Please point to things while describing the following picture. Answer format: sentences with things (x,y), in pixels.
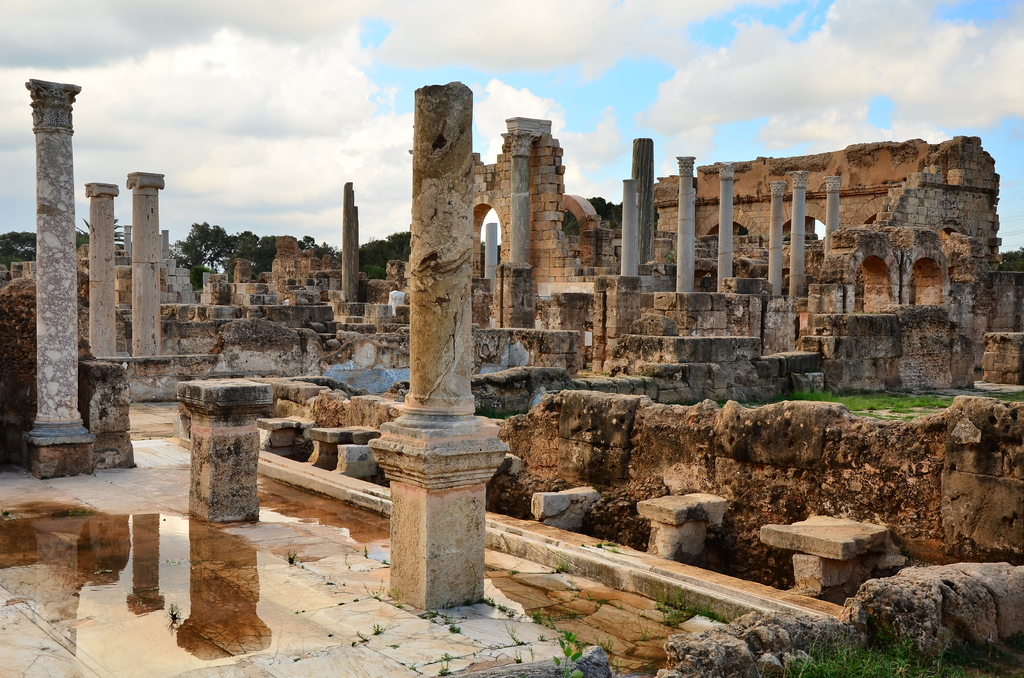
In this image we can see a fort (421,434) and grass (851,398). In the background (199,111) there is a sky (302,54), trees (213,237) and clouds (707,81).
